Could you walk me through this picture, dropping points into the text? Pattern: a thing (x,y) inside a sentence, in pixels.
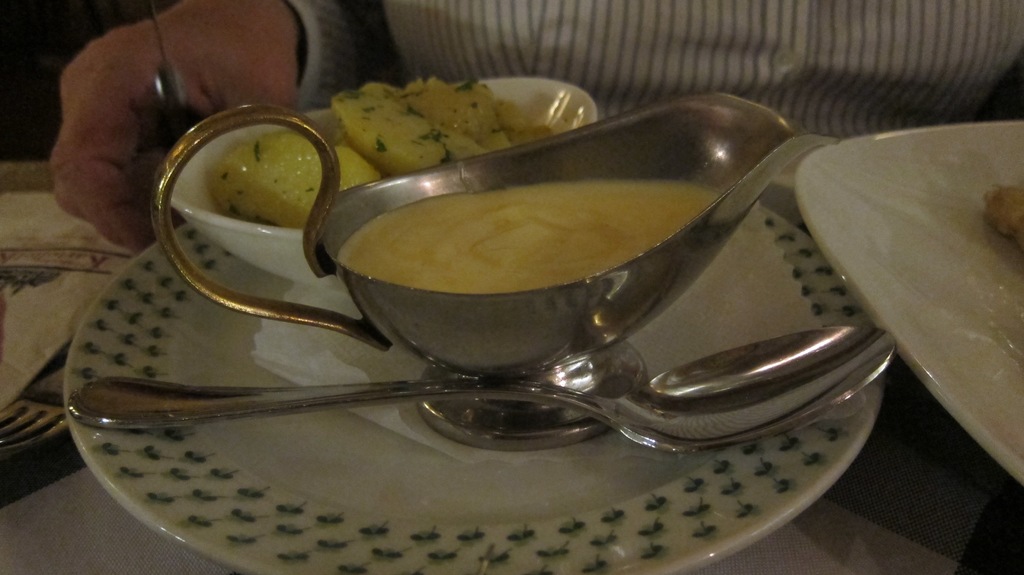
In this image we can see a plate (159,513) on a surface (754,567). On the plate (477,459) there is a spoon (478,392), bowl (284,242) and a vessel (392,289). On the bowl (294,262) there is a food item (422,129). On the vessel (437,308) there is some item (556,232). Also we can see a person (398,29). And there is another plate (909,255).
